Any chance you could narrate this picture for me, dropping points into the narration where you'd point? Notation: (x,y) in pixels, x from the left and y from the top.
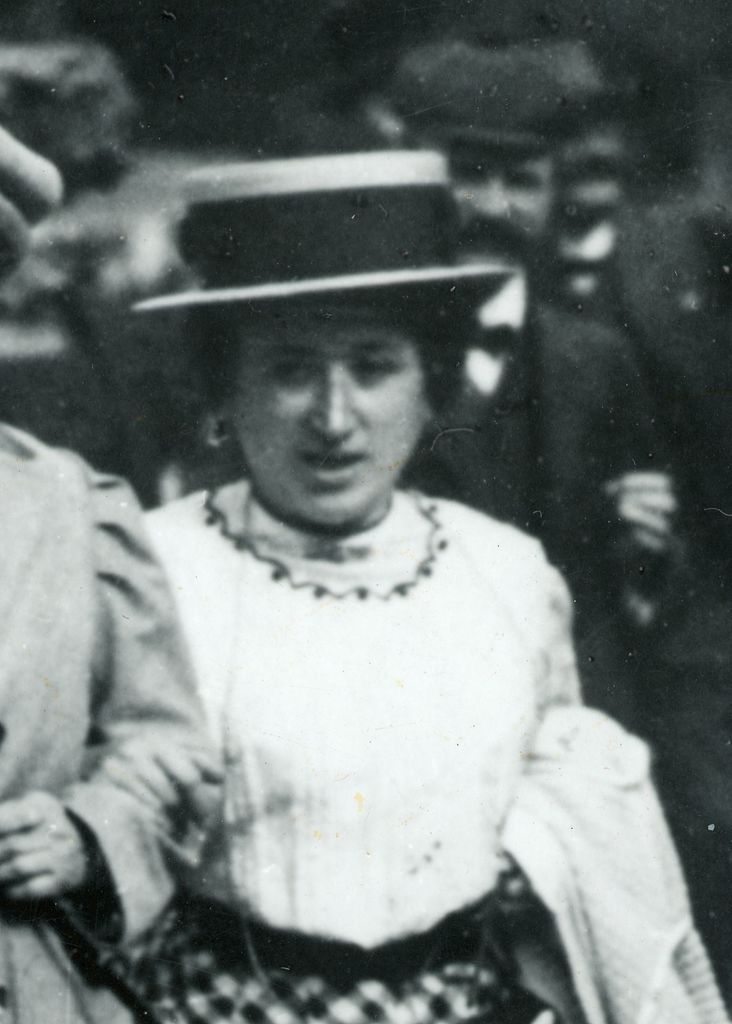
This is a black and white image, in this image in the center (315,430) there is one woman (351,651) and she is wearing a hat (363,235) it seems that she is talking. Beside her there is another person (112,479), and in the background (440,146) there are some people (513,189).
